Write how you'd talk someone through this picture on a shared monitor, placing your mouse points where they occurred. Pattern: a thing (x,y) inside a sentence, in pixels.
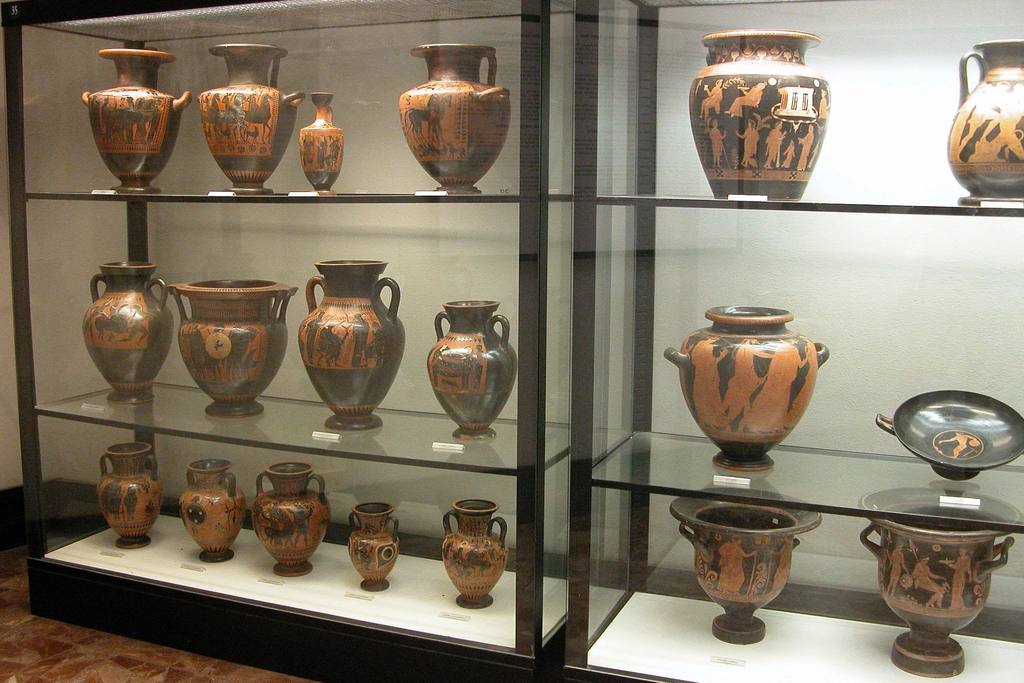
In this image we can see pots (299,468) and jars (329,386) placed in the cupboards (377,169).
